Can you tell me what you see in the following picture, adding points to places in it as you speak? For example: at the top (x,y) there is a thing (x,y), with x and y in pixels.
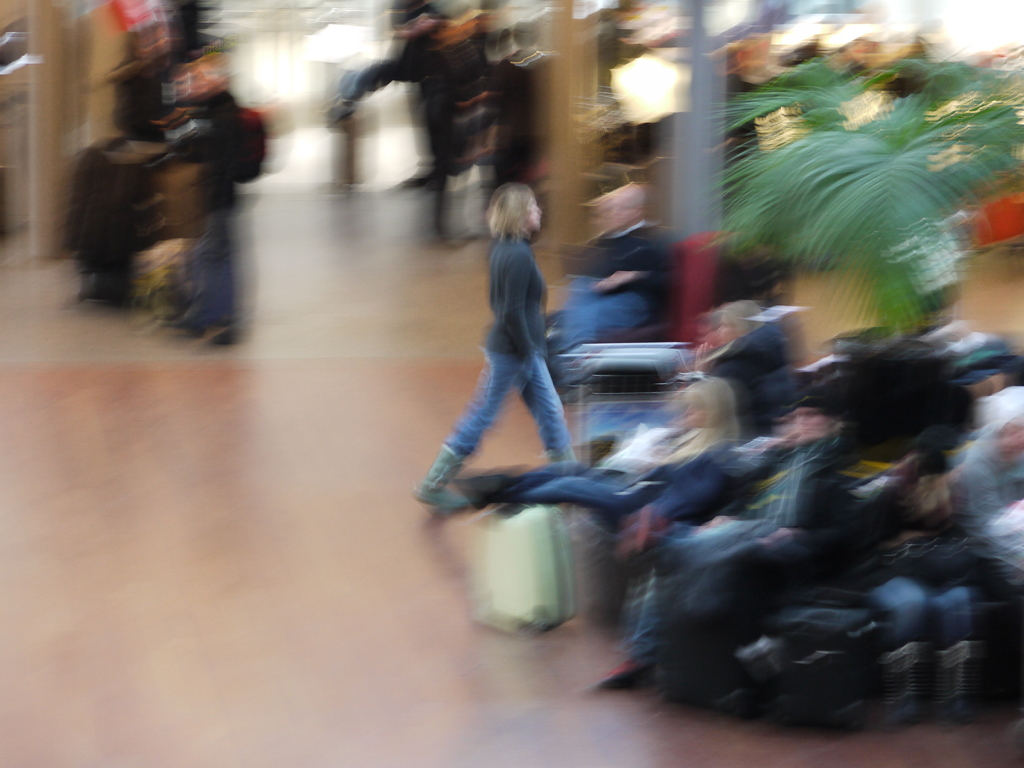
I see this image is blurred and I see few people (509,231) and I see the luggage (128,224) over here and I see a plant (810,193) and I see the floor (378,521).
